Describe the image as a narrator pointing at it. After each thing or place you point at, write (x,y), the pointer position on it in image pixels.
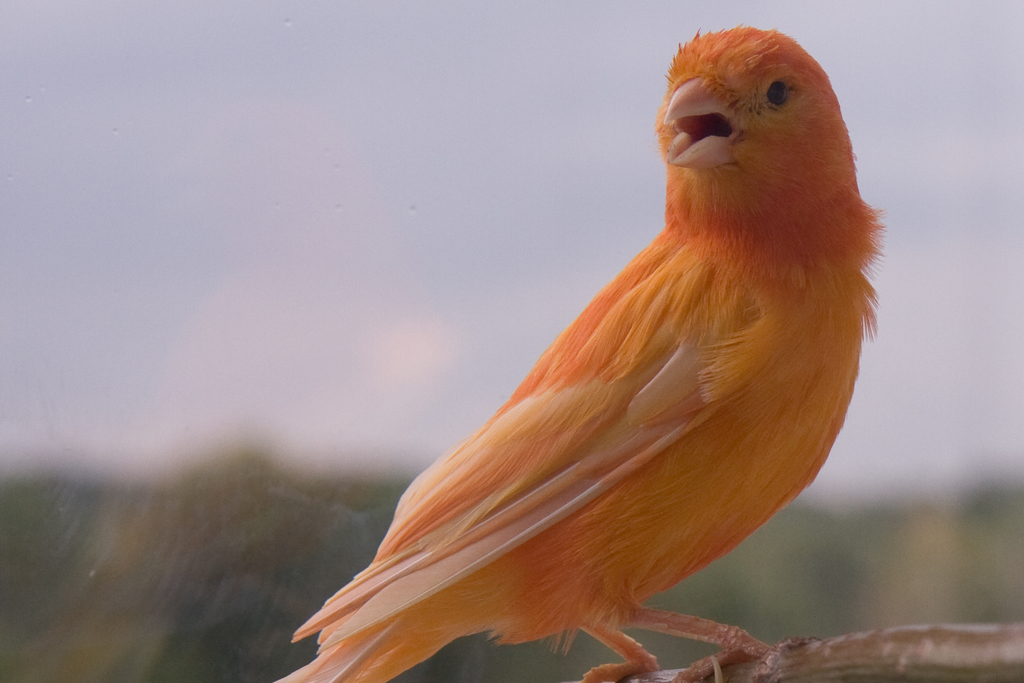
Here we can see bird (660,406) on this stem (823,670). Background (811,29) it is blur.
